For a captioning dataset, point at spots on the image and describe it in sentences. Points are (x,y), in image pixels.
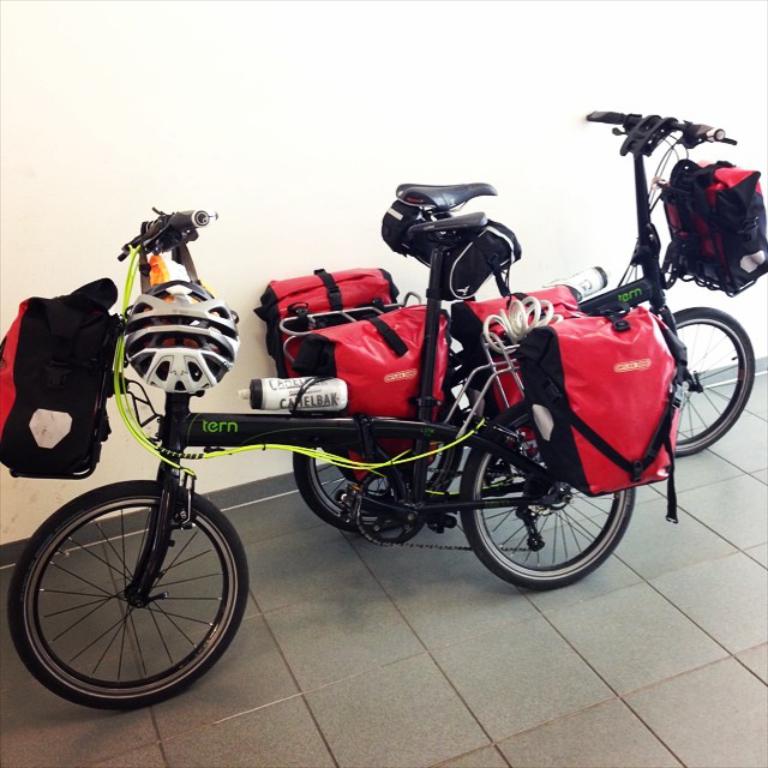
In this image we can see the bicycles (410,199) near the wall (214,471). And there are bags (698,208) and a helmet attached to the bicycles (427,435).
